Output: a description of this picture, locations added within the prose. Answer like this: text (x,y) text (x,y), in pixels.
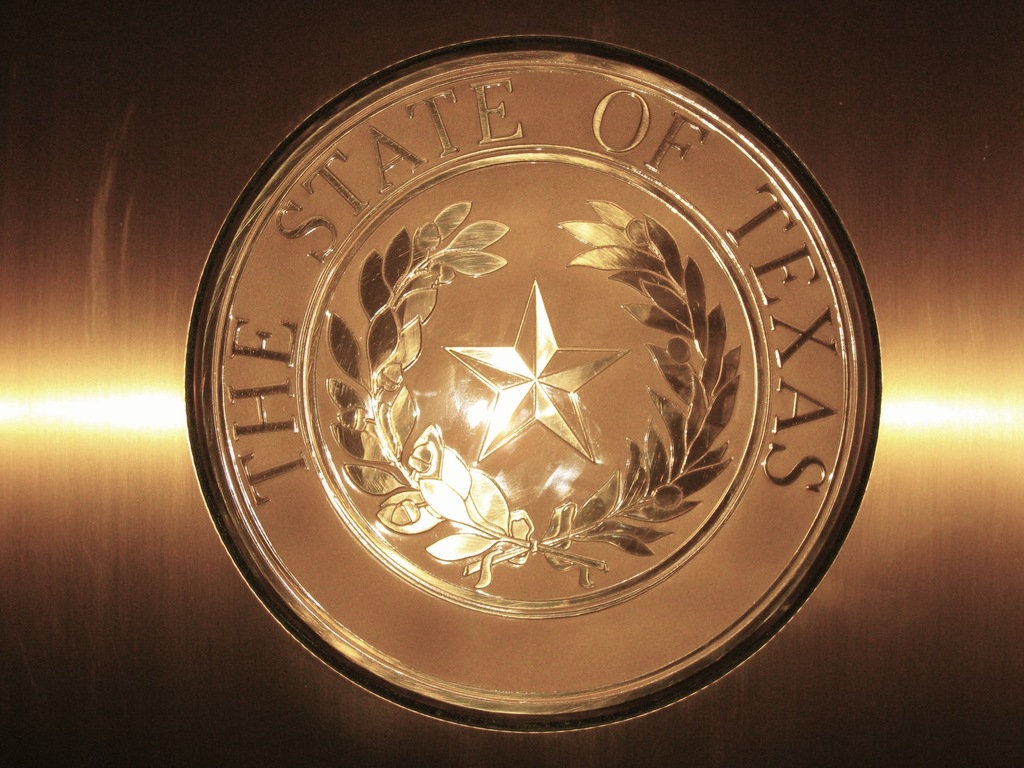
In this image, we can see a logo (597,518) with some text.
